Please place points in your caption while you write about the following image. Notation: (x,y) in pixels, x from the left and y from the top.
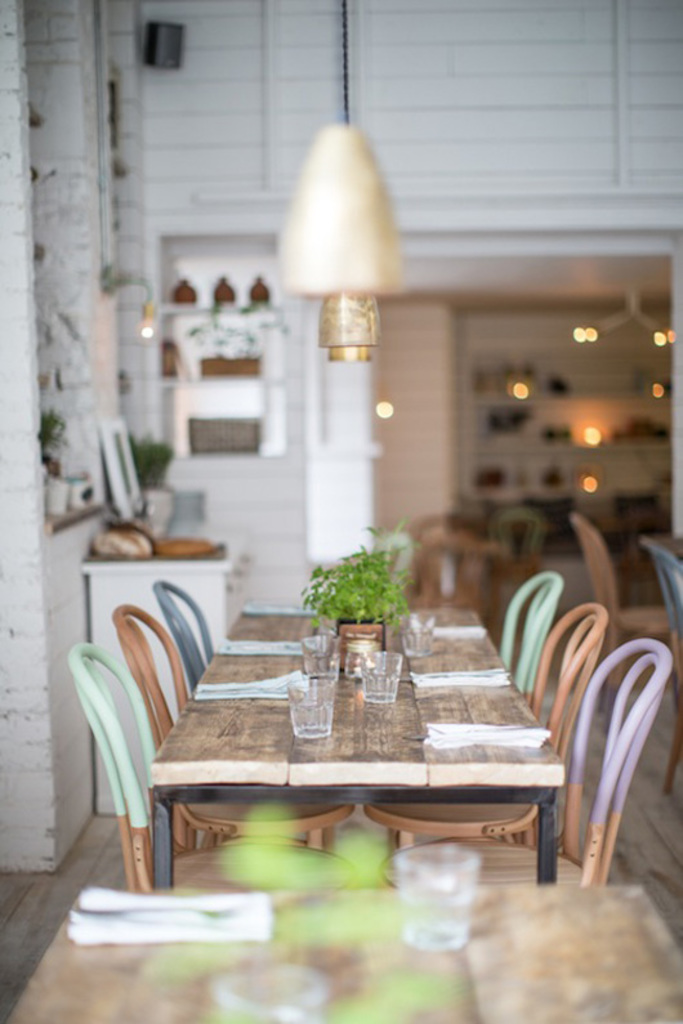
In this picture I can see some chairs (557,718), table (348,722), on which I can see some glasses (317,708), flower pots (345,648) and some objects (234,347) are placed in a shelves (210,339).
